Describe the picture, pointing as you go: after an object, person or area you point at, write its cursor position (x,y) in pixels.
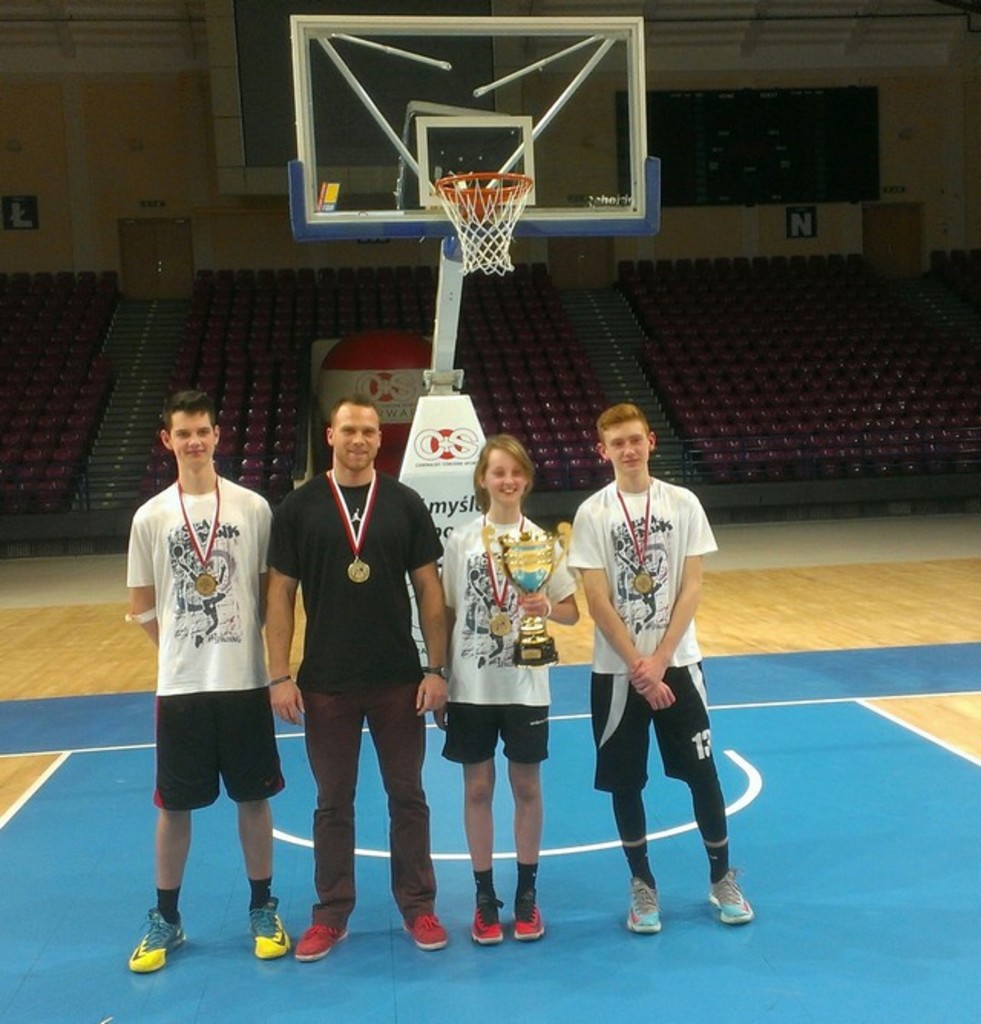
In this image I can see a basketball court (105,982) in the front (196,730) and on it I can see few people (379,502) are standing. I can see they all are wearing t shirt (235,670) and medals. I can see one of them (522,693) is holding a cup (542,537). In the background (67,398) I can see number of chairs (34,278) a board (359,192) and on it I can see a basket (479,220).
